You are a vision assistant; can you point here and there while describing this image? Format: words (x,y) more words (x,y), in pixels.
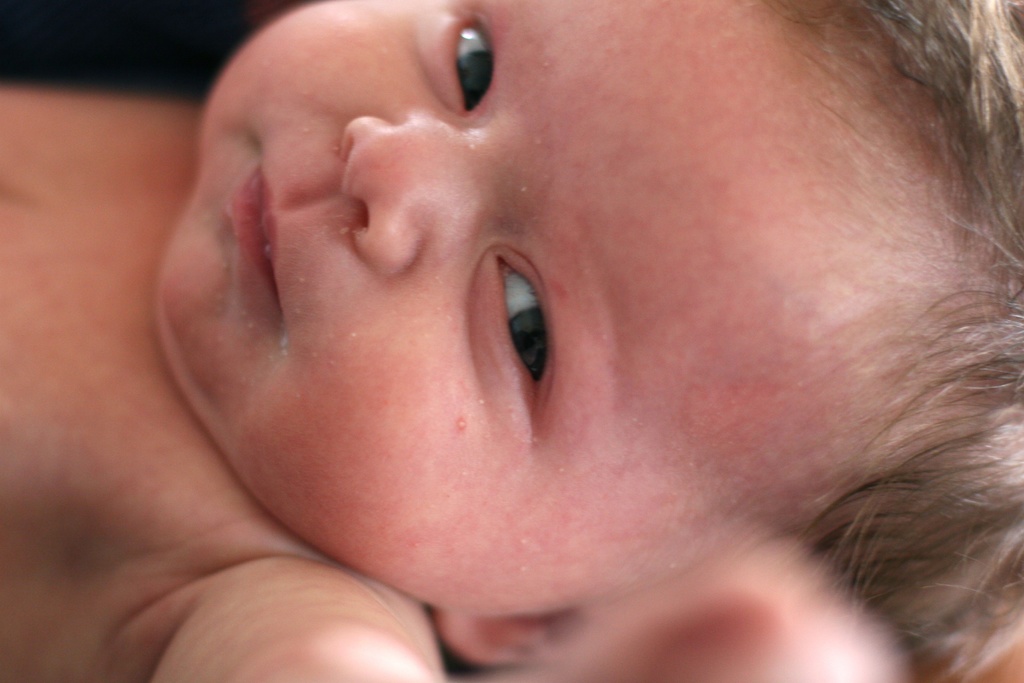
In this image I can see a baby (541,297).
